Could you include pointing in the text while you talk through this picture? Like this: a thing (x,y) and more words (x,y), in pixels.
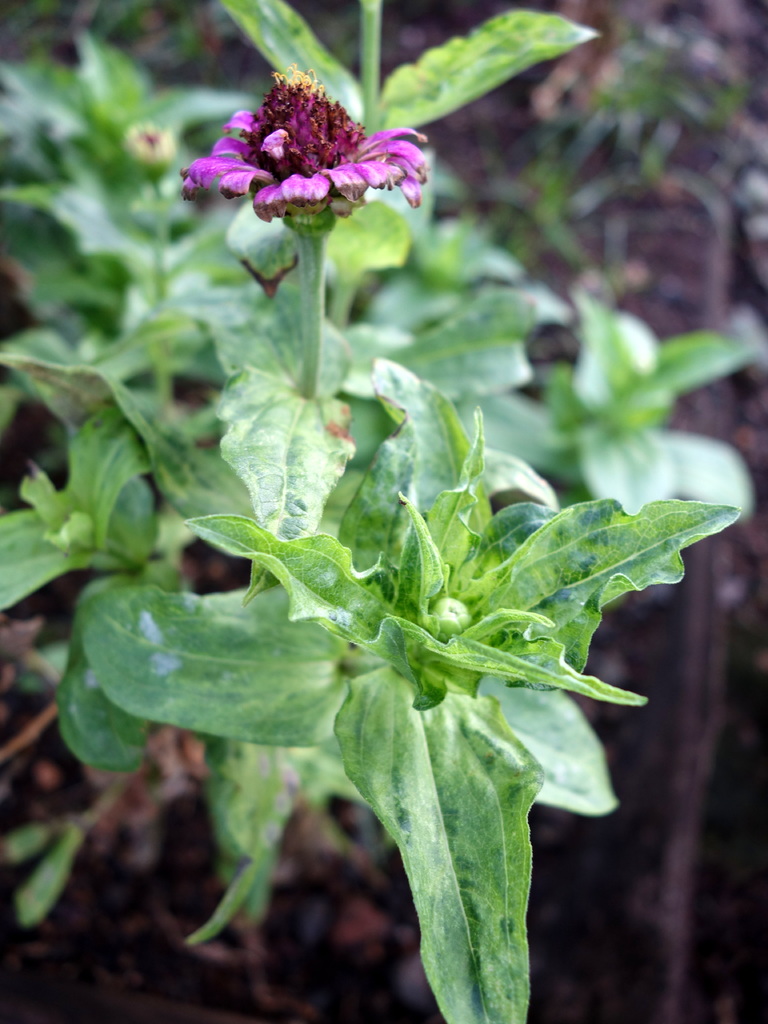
In this picture I can see a plant (369,371) with a flower (321,97), and there is blur background (47,34).
